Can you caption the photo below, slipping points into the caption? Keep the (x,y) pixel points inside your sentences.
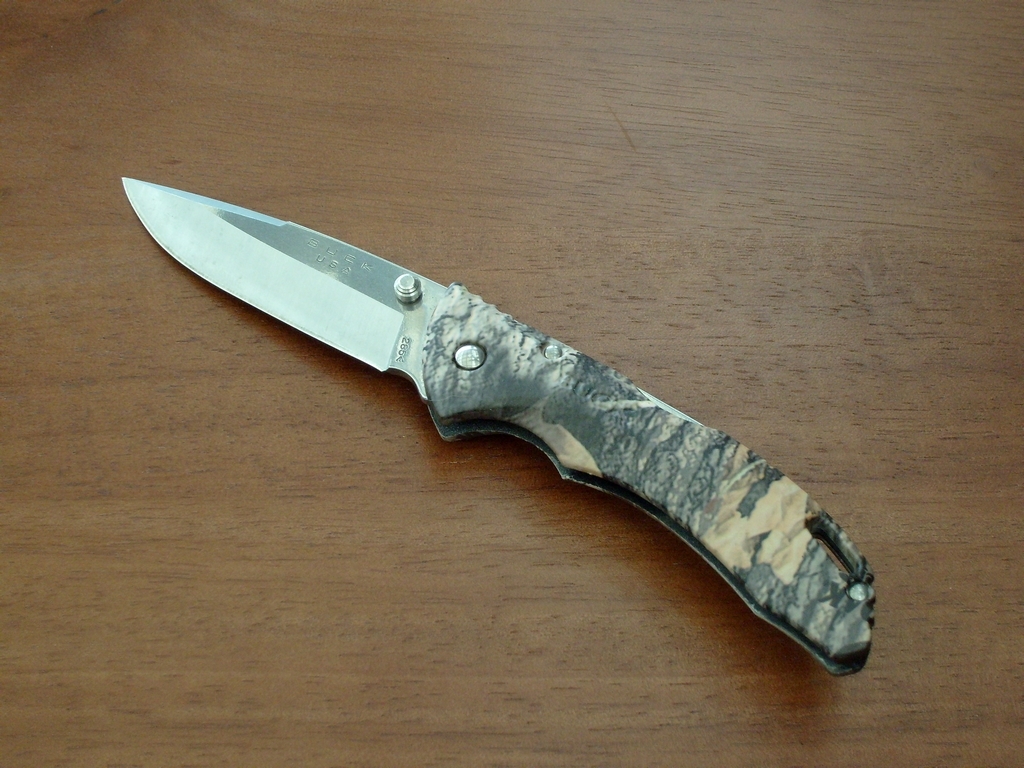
In the image there is a table (446,112) on the table (460,712) there is a knife (474,336).
